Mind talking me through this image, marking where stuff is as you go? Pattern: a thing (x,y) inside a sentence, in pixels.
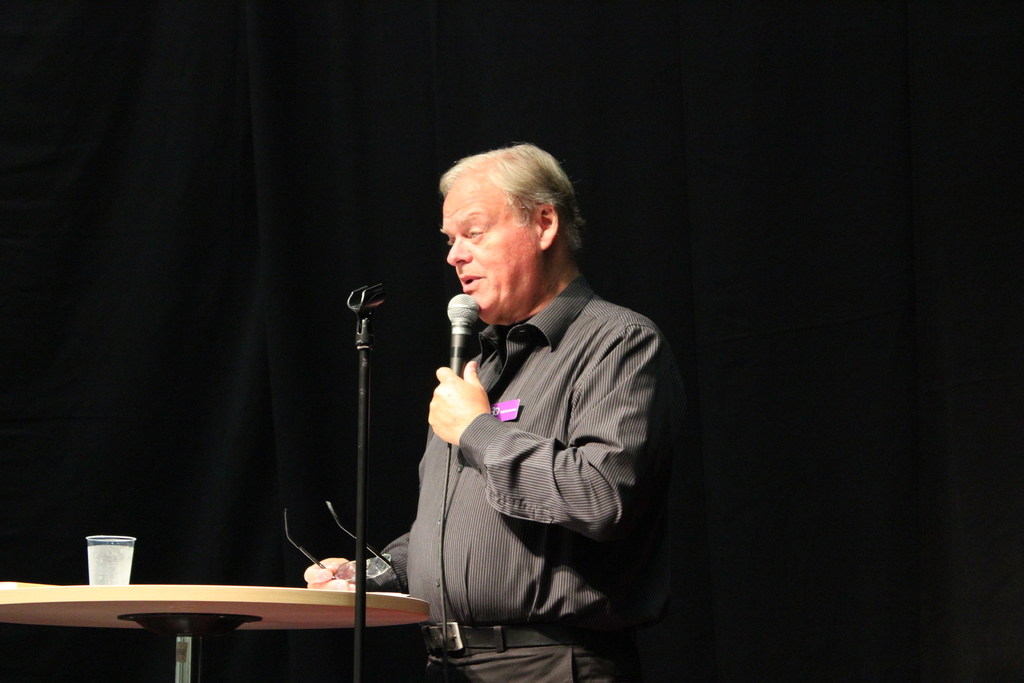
In this picture there is a man (431,564), he is standing and speaking and holding a microphone (470,300) with his left hand (452,406), there are also spectacles (356,576) in his right hand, there is a microphone stand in front of him. There is a table (395,611) and a glass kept on it.
